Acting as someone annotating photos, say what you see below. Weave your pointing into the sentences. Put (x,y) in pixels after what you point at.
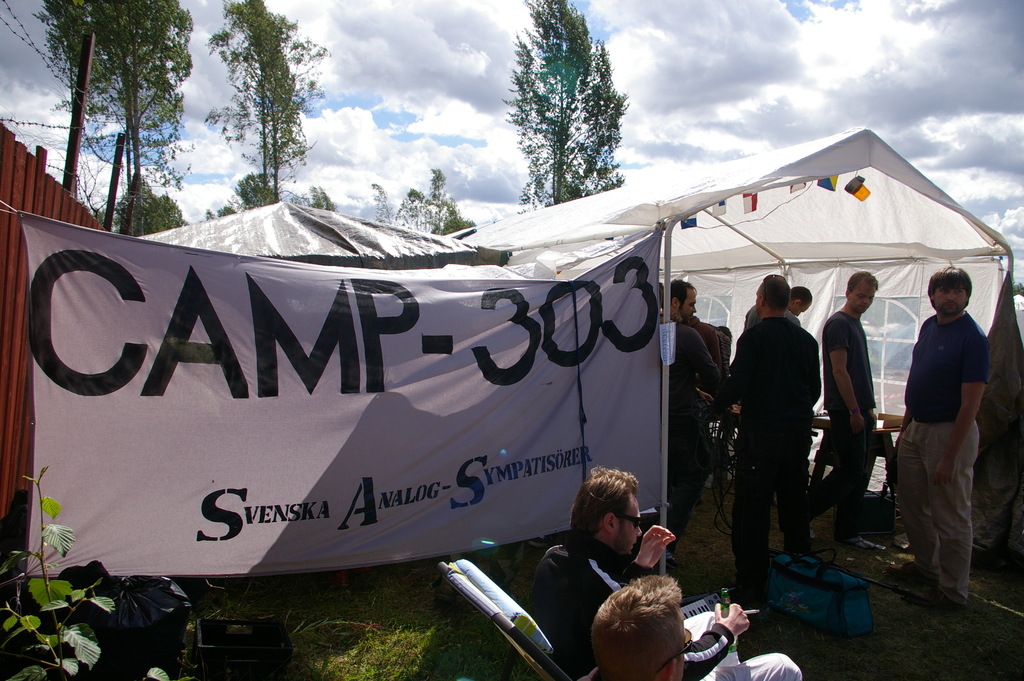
In this image we can see persons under the tent (648,226). At the bottom of the image (663,634) we can see plant (106,599) and person (670,621) sitting on the chairs (506,614). In the background (56,135) we can see trees (294,143), sky (406,133) and clouds (657,18).
